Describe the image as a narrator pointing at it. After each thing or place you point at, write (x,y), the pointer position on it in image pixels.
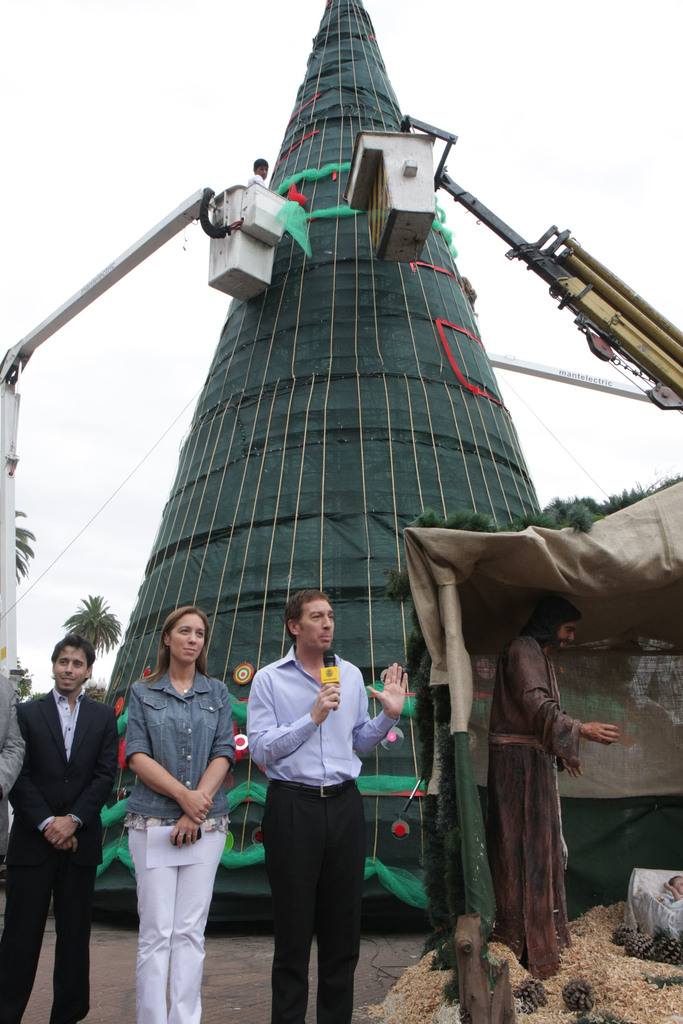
This image is taken outdoors. At the top of the image (146,173) there is the sky (103,122). In the background (325,568) there is an artificial Christmas tree (296,446) and there are few trees (95,638). There are two poles (16,621) in the baskets (248,203) and there is a person (261,171) in the basket (257,194). In the middle of the image (311,664) a woman (195,735) and three men (112,767) are standing on the ground (266,971) and a man (340,714) is holding a mic (334,682) in his hand (314,714). On the right side of the image (600,652) there is a hut (490,958) and there are a few toys (506,755) in the hut (596,819).
